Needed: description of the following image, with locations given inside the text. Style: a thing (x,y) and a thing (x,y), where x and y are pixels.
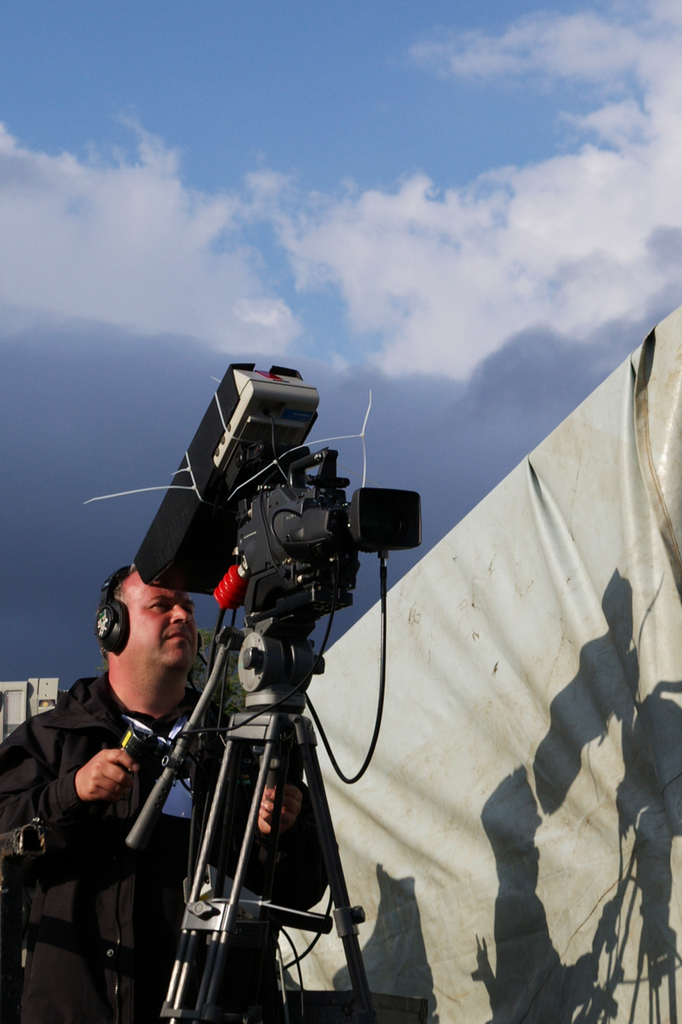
In this image I can see a person (70,928) standing wearing black dress (84,879). In front (202,693) I can see a camera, background (95,327) I can see sky (299,98) in blue and white color.
